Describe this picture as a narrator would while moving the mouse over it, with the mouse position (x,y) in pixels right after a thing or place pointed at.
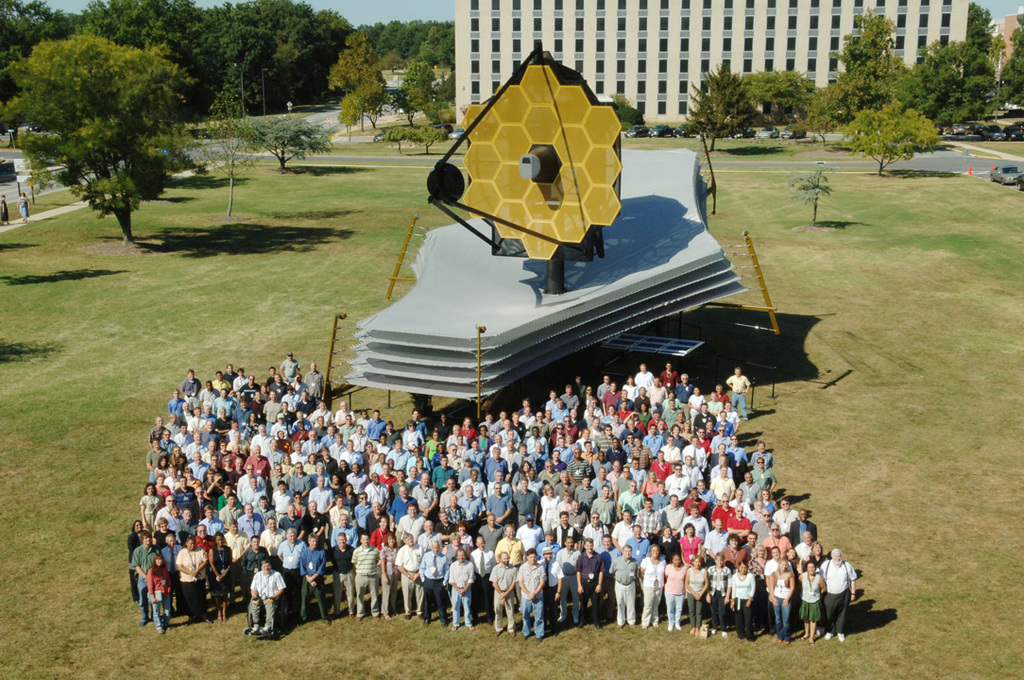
This image is clicked outside. There is a building (481,62) at the top (472,56). There are trees (181,145) at the top (153,10). There are so many people (437,537) standing in the middle (607,432). There is a car (1000,138) on the right side (1004,179). There are some people (3,202) walking on the left side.
